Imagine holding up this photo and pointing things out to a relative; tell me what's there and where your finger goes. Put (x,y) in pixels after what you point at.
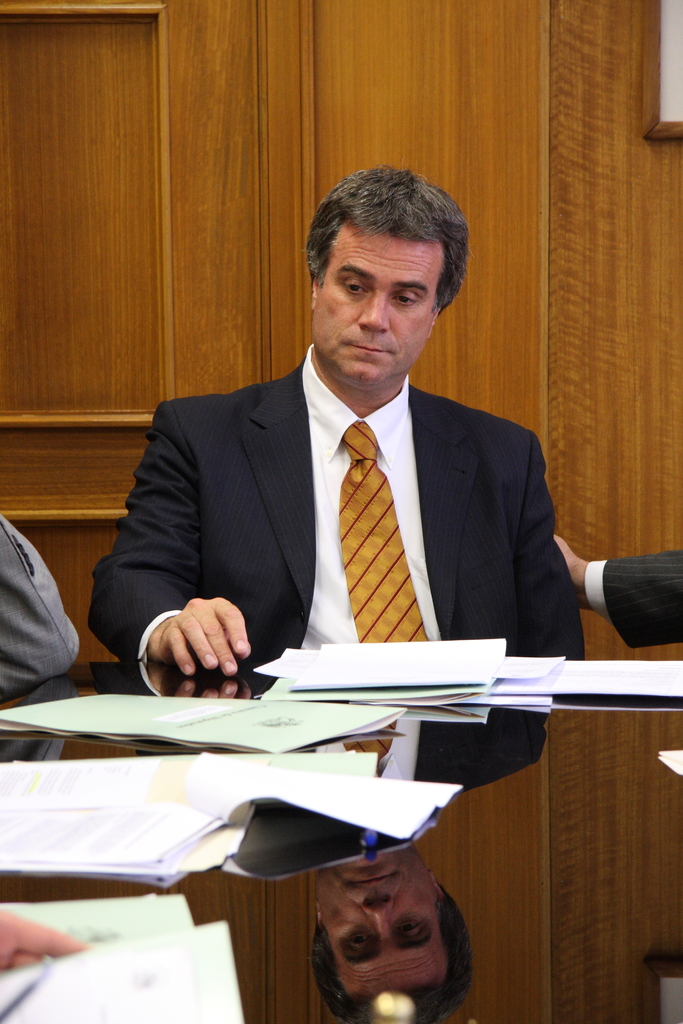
In this picture we can see the man (453,520) wearing black suit (458,561) sitting in front (397,548) and thinking. In the front (333,829) bottom side there are some papers (143,833) on the table (220,748). Behind there is a wooden panel wall (296,121).
